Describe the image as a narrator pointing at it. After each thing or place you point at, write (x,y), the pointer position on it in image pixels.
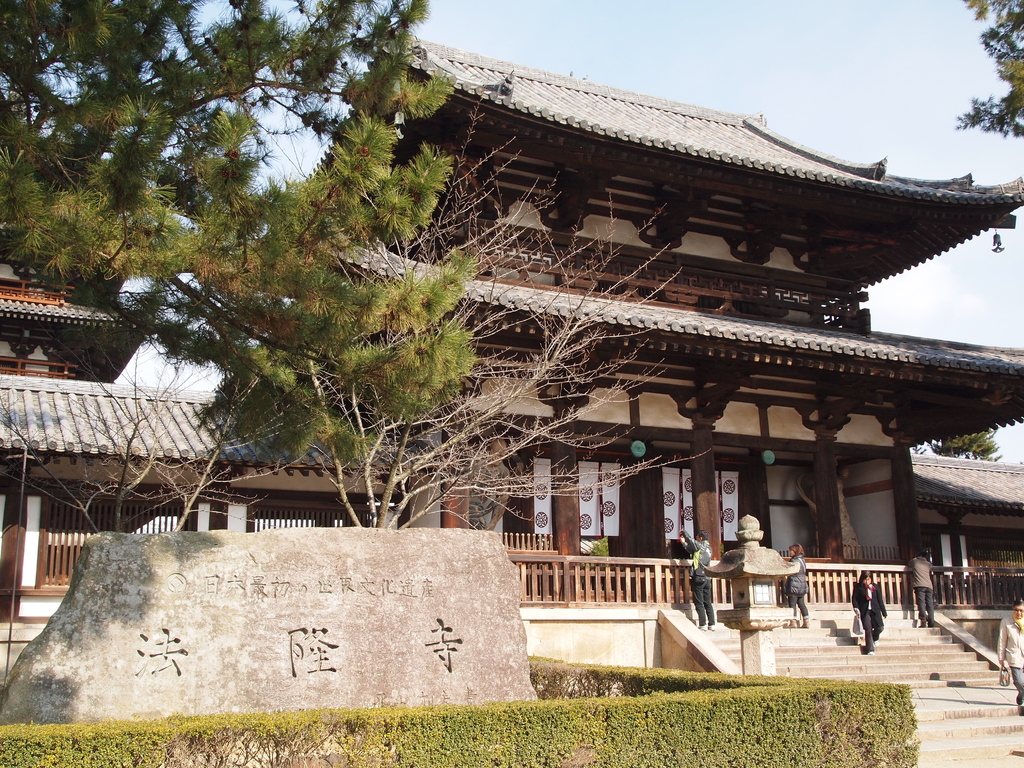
In this image, we can see a building (670,279), at the left side (83,164) there is a tree (147,123), we can see some people (797,588) walking, at the top (912,109) there is a sky (690,95).
